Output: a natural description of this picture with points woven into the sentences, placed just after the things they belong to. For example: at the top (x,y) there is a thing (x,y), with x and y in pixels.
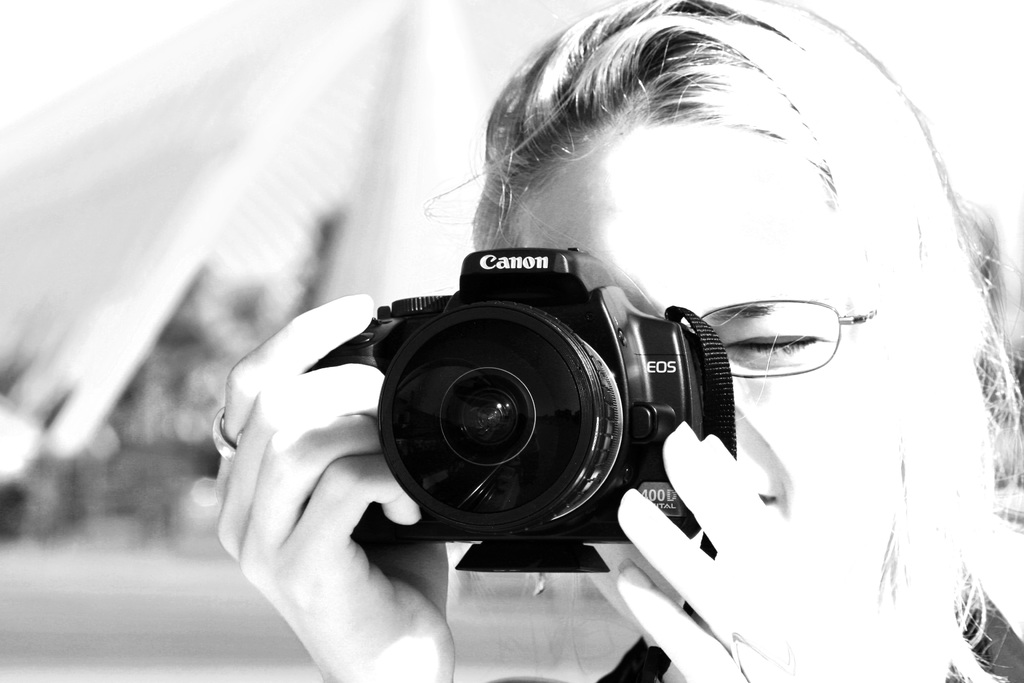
This is a picture of a woman (945,177) holding a camera (578,491). The picture is like an edited image.
